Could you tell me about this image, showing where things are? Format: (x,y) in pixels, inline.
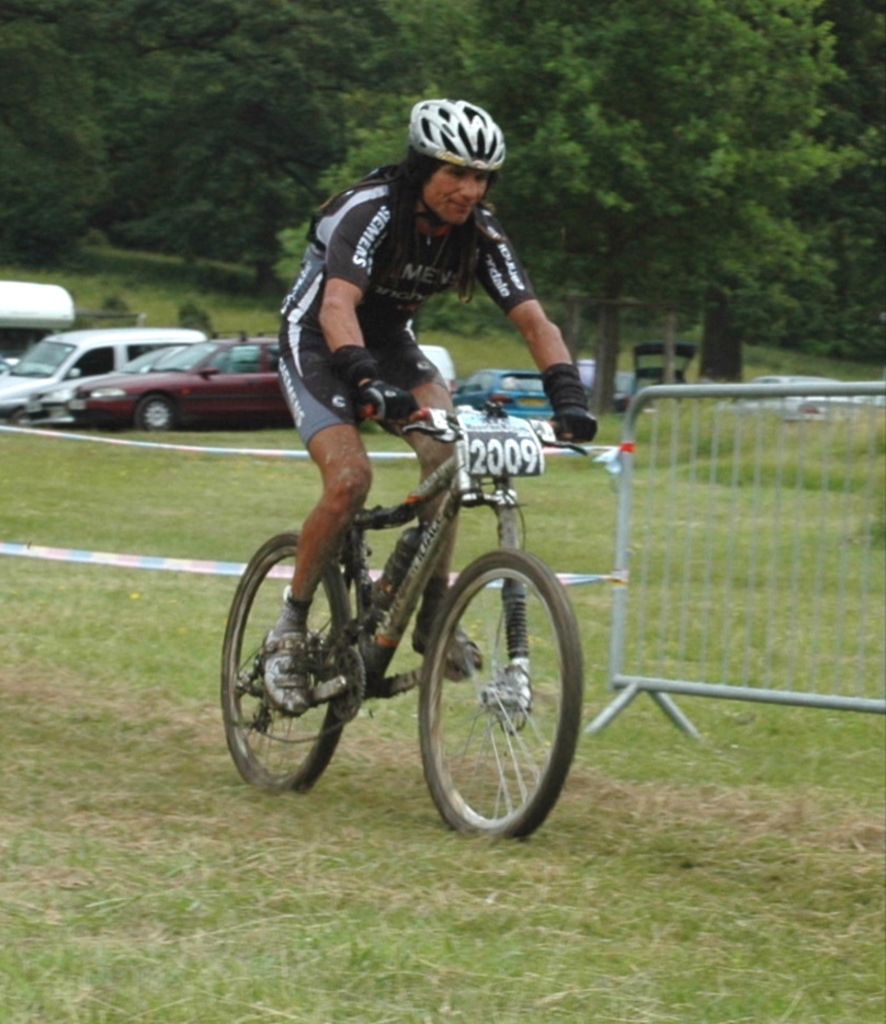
In this image we can see a person (381,376) wearing sports dress (342,242), helmet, gloves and shoes (298,688) riding bicycle (484,566) and in the background of the image (142,345) there is fencing (822,589), there are some vehicles (152,340) parked and there are some trees (647,188).
